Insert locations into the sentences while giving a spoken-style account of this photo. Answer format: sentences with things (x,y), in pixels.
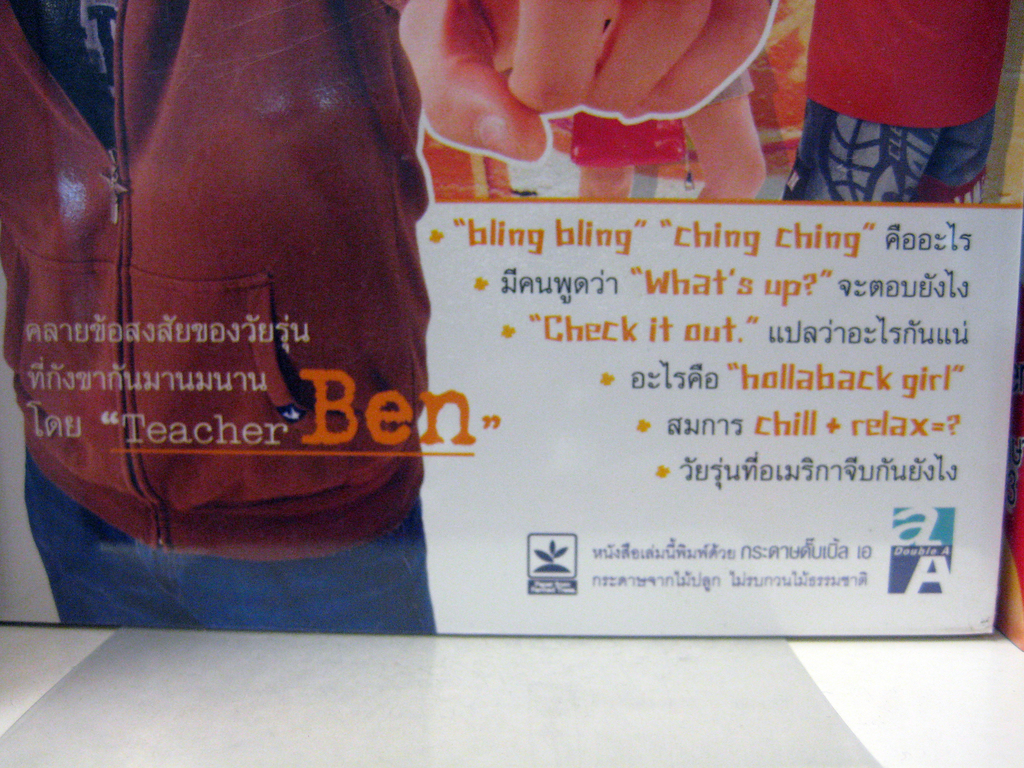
There is a banner (697,303) which has something written on it and there is a picture (338,166) beside it.
